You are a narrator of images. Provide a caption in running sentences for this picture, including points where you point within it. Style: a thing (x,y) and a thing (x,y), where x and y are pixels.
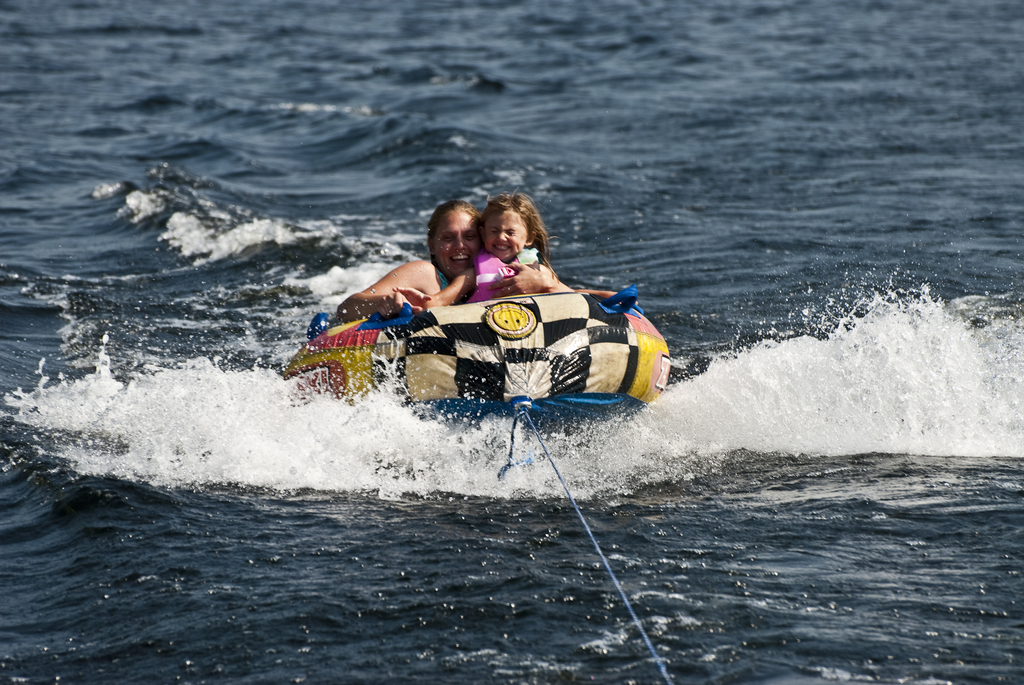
In this picture we can see water (742,576) at the bottom (688,576), there is an inflatable boat (478,364) in the middle (431,357), we can see a woman (533,269) and a kid (484,296) in the boat (440,329).
